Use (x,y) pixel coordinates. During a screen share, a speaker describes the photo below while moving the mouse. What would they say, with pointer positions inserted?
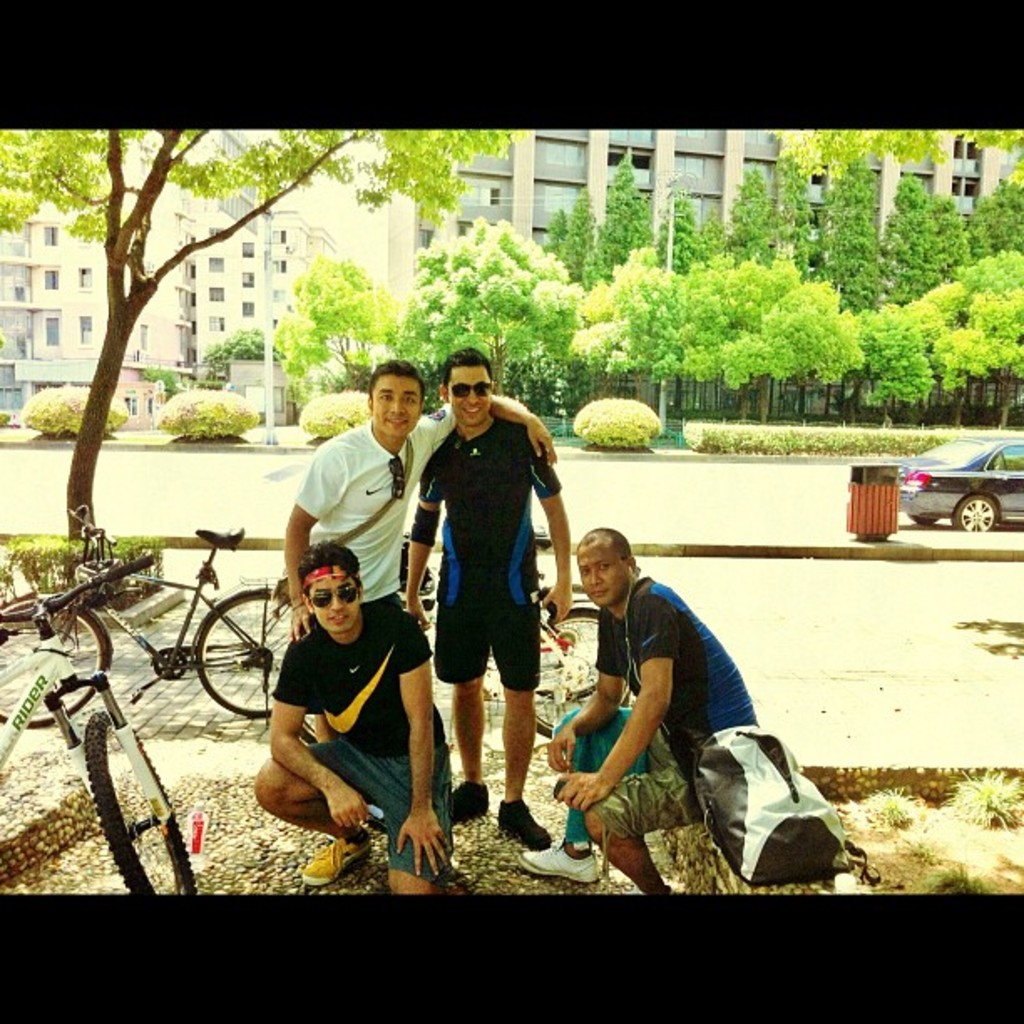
In the foreground of this image (668,812), there are two men (398,553) standing, a man (441,803) squatting and a man (649,782) sitting beside a bag (783,782). On the left (103,761), there are two bicycles (216,616). In the background (226,263), there are trees (847,333), shrubs (581,415), road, pole (271,297), buildings (511,207), pavement (892,653) and a vehicle (952,443) moving on the road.
